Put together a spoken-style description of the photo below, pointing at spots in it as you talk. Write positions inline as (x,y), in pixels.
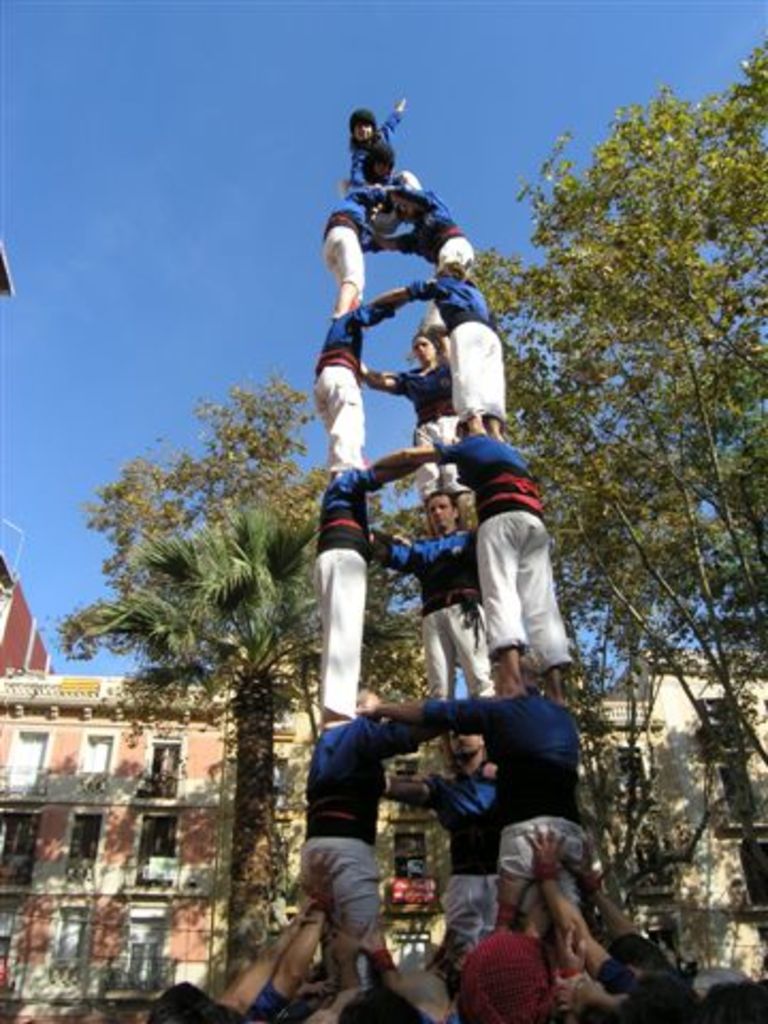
In this image, we can see some people (497,721), there are some green color trees (534,454), there are some buildings (199,852), at the top (242,38) there is a blue color sky (252,53).
